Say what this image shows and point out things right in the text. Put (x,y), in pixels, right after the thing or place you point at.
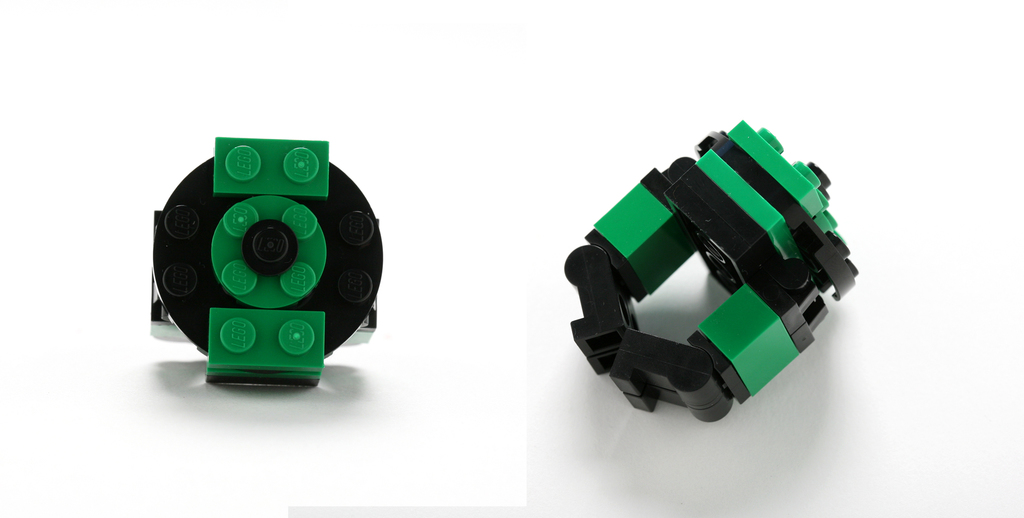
In this image I can see two toys (777,260) and white color background (537,332).
